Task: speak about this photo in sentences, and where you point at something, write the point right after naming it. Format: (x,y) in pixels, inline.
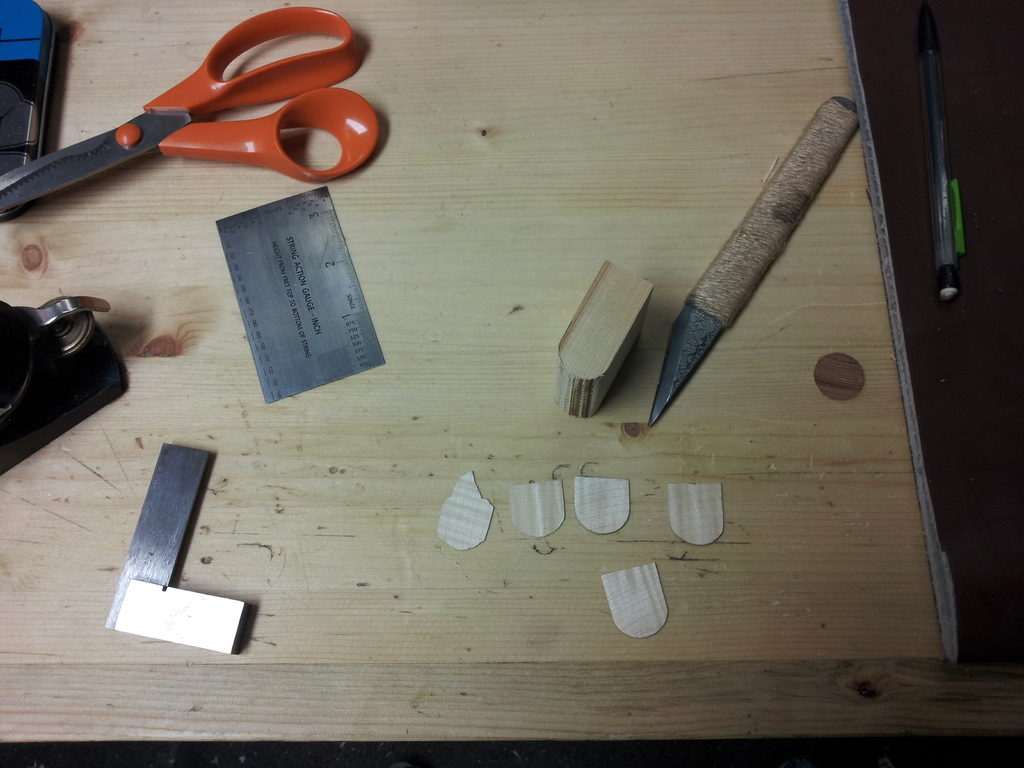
In this image I can see some objects (625,337). In the background (905,539), I can see the table (823,81).
